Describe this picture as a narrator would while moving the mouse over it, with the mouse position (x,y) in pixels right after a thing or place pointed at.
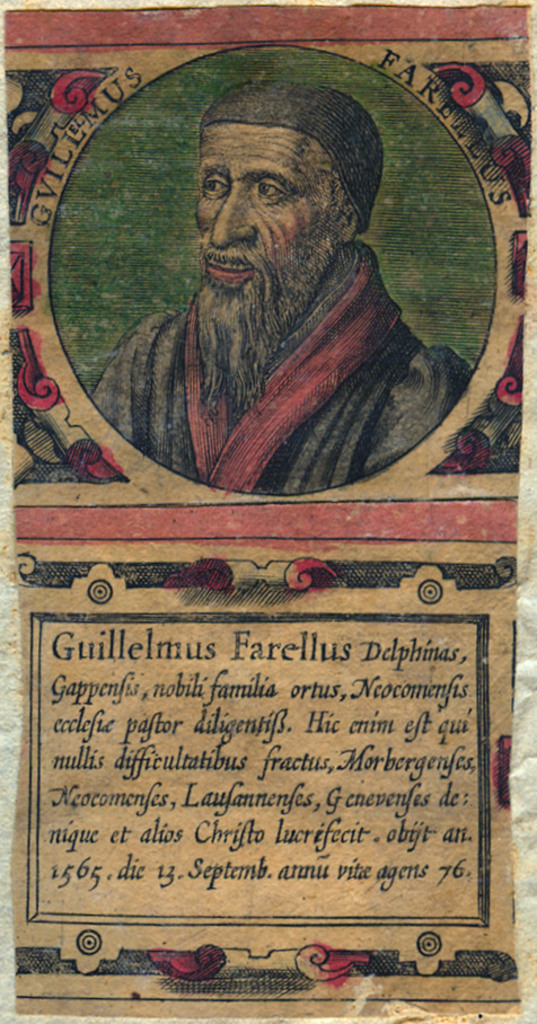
In the picture we can see a poster (388,829) with a man's image (330,459) and under it we can see some information (351,762) about him.
